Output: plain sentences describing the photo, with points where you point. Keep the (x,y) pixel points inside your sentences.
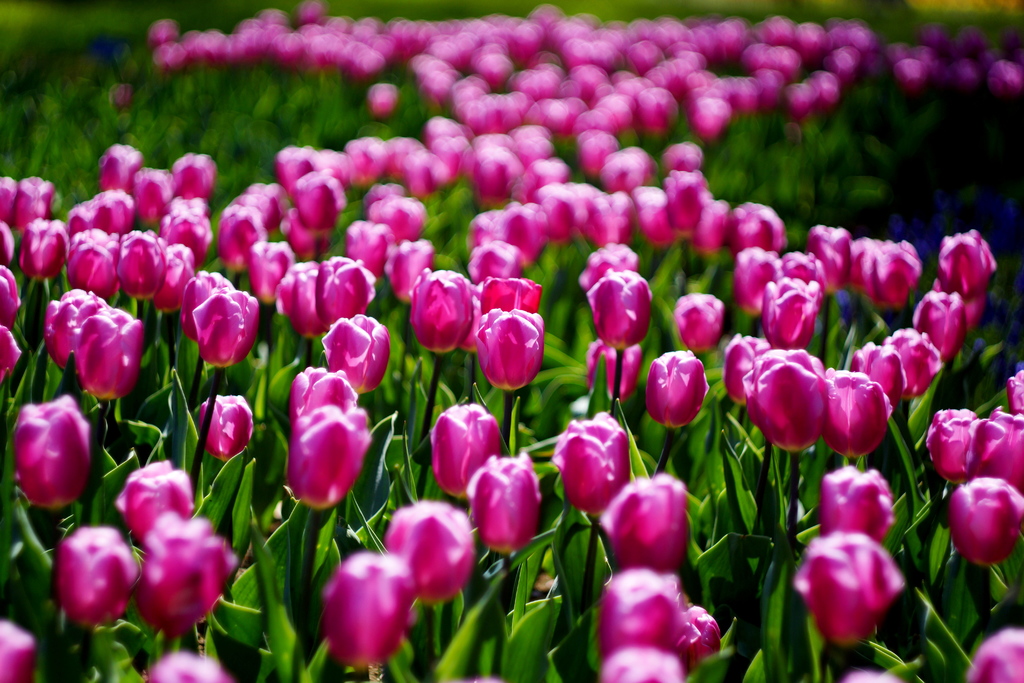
In this image there are few plants (318,488) having few leaves (357,500) and flowers (353,327).
